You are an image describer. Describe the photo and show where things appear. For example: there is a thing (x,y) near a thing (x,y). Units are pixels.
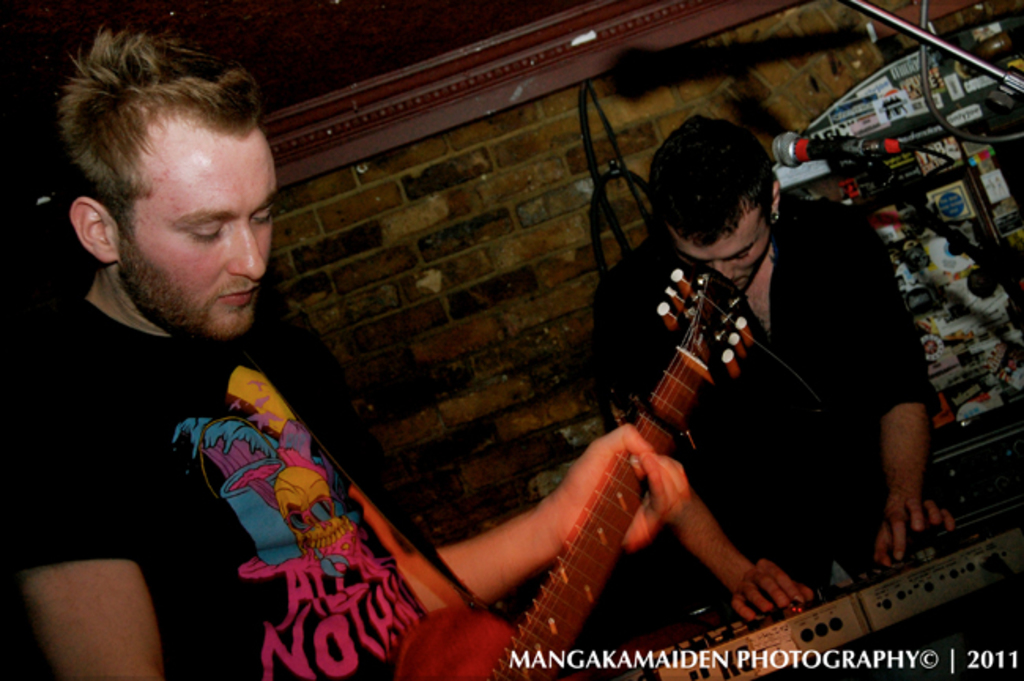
In this picture at right corner (754,346) one person (885,450) is standing in black dress (846,458) and operating a keyboard (877,614) and at the left corner (163,380) one person (298,586) is standing and holding a guitar (601,582), behind them there is a wall (807,9).
